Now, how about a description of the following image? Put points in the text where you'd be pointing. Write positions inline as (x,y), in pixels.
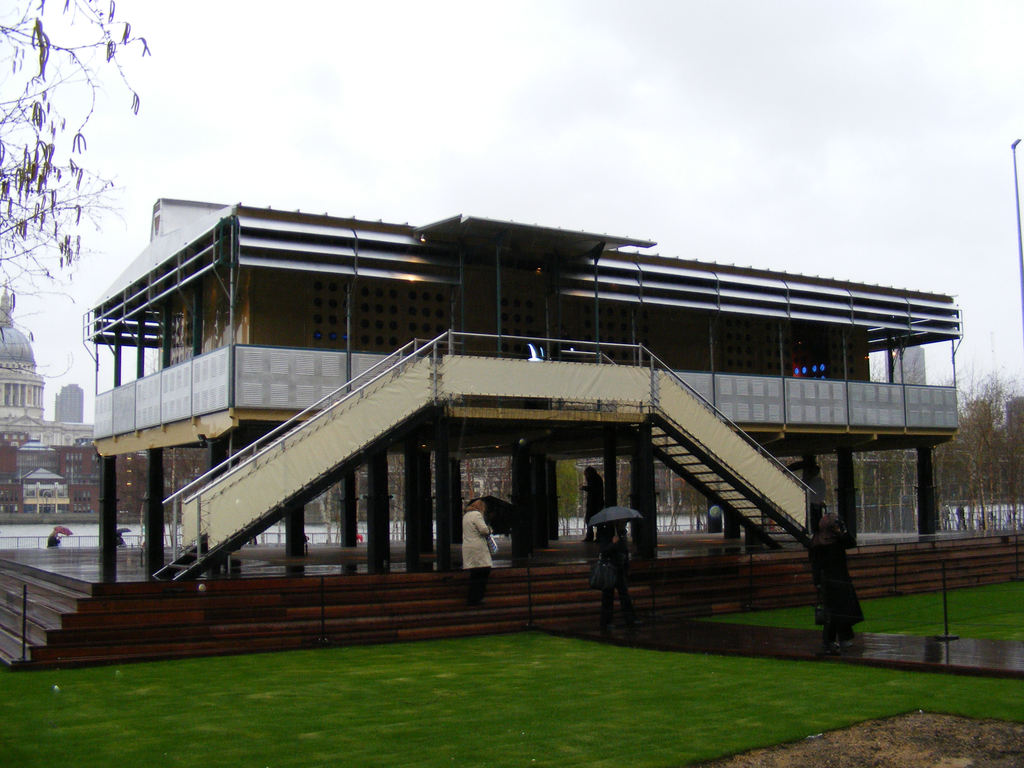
In this image I can see grass (612,655), buildings (332,442), trees (998,396) and here I can see few people (597,479) are standing. I can also see most of them are holding umbrellas (628,520) and in background (432,174) I can see the sky (434,138).
